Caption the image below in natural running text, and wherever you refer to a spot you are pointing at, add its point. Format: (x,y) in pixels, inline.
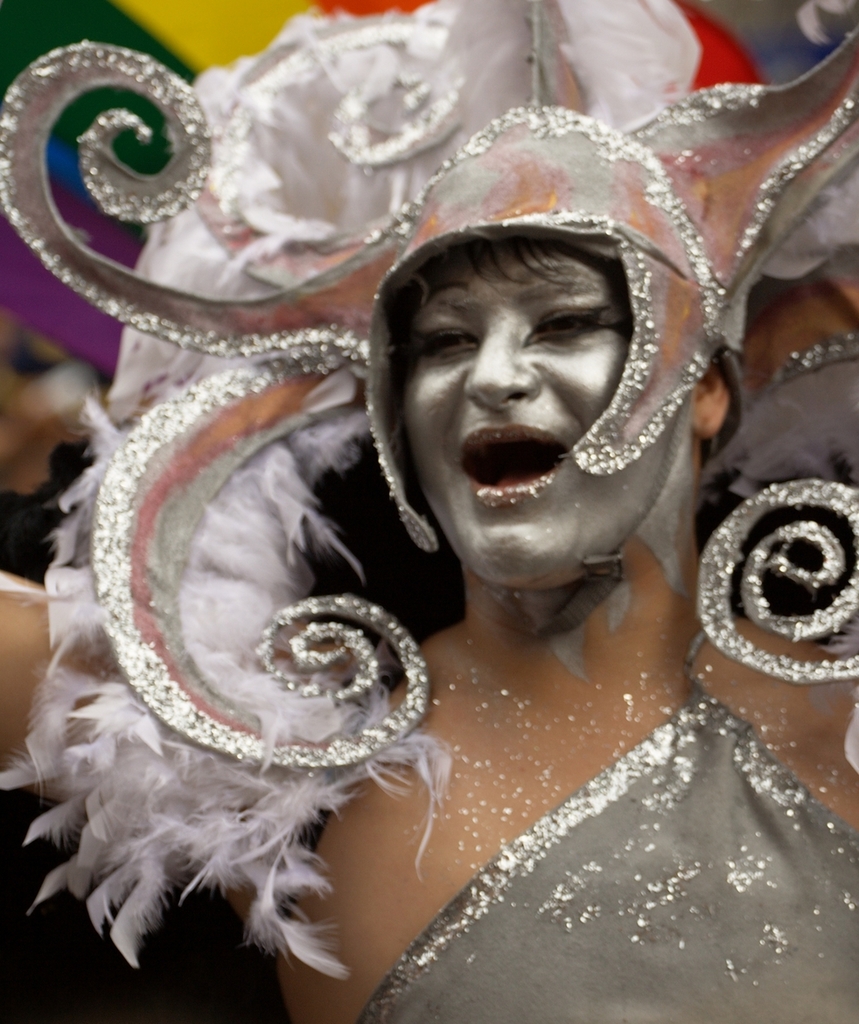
In this picture I can observe a person (365,386) in the middle of the picture (324,417). This person (502,525) is wearing grey color costume (635,835). There is a paint (471,333) on the person's face (512,347). The background (10,388) is blurred.
